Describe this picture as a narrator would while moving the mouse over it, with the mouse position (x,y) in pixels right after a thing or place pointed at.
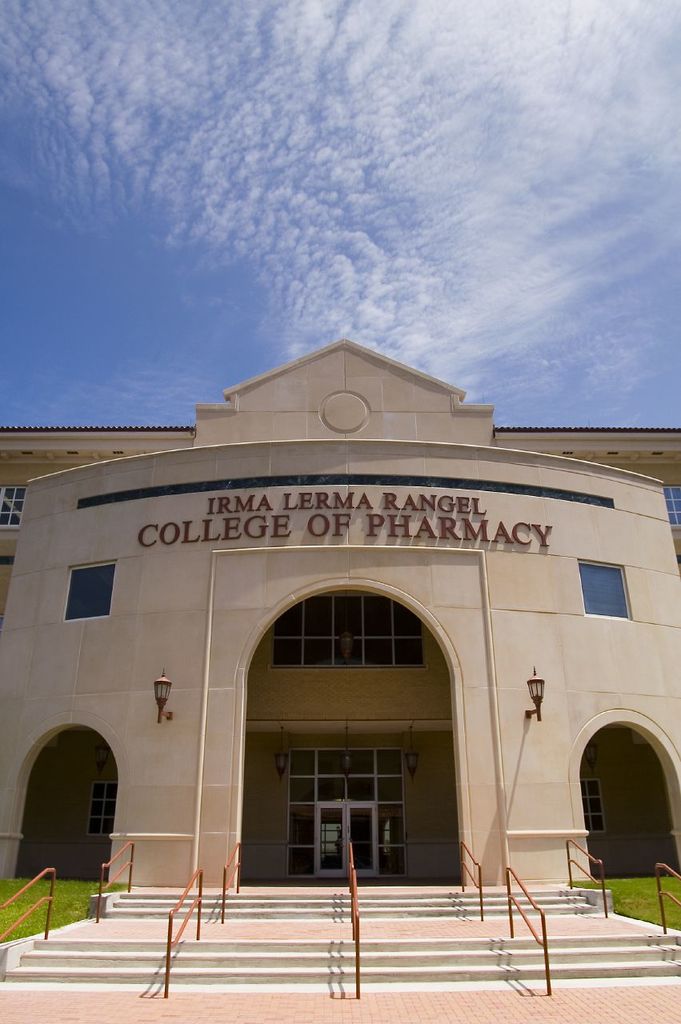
In this image we can see a building (266,589), door (333,840), windows (386,756), lights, there are handrails (35,877), staircases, grass (11,923), also we can see the sky (305,236), and some text (366,509) on the building (238,500).
